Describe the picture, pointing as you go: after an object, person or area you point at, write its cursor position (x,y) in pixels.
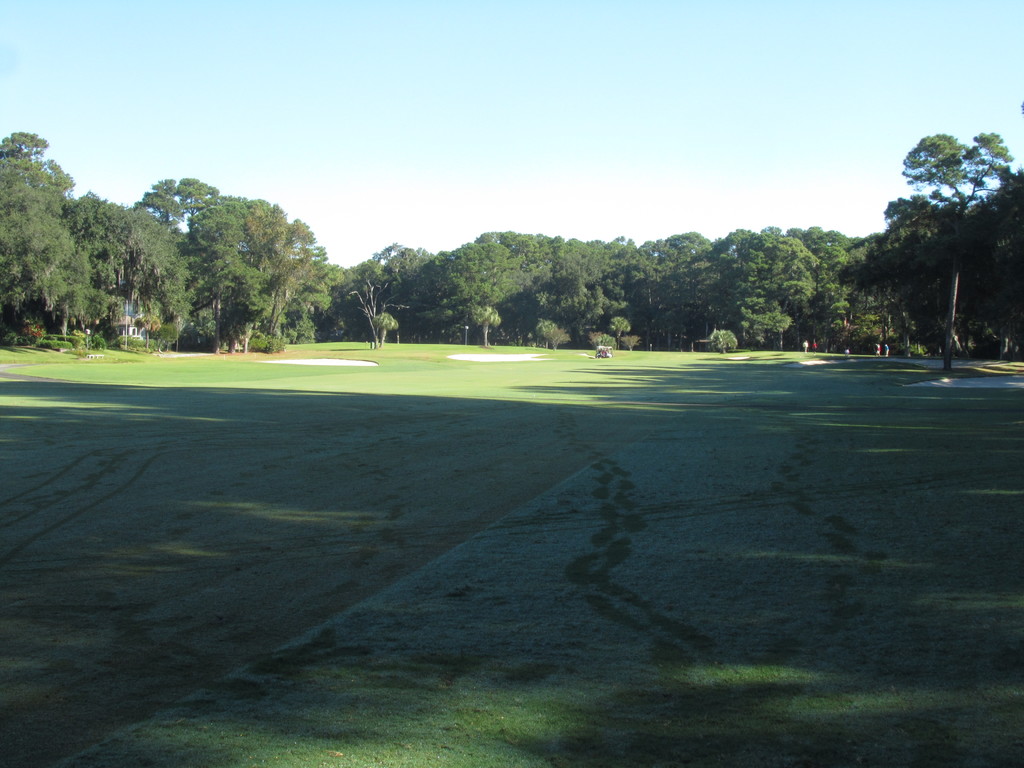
In the background of the image (621,266) there are trees (600,305). At the bottom of the image (276,559) there is grass (283,570). At the top of the image (411,95) there is sky (417,107).
